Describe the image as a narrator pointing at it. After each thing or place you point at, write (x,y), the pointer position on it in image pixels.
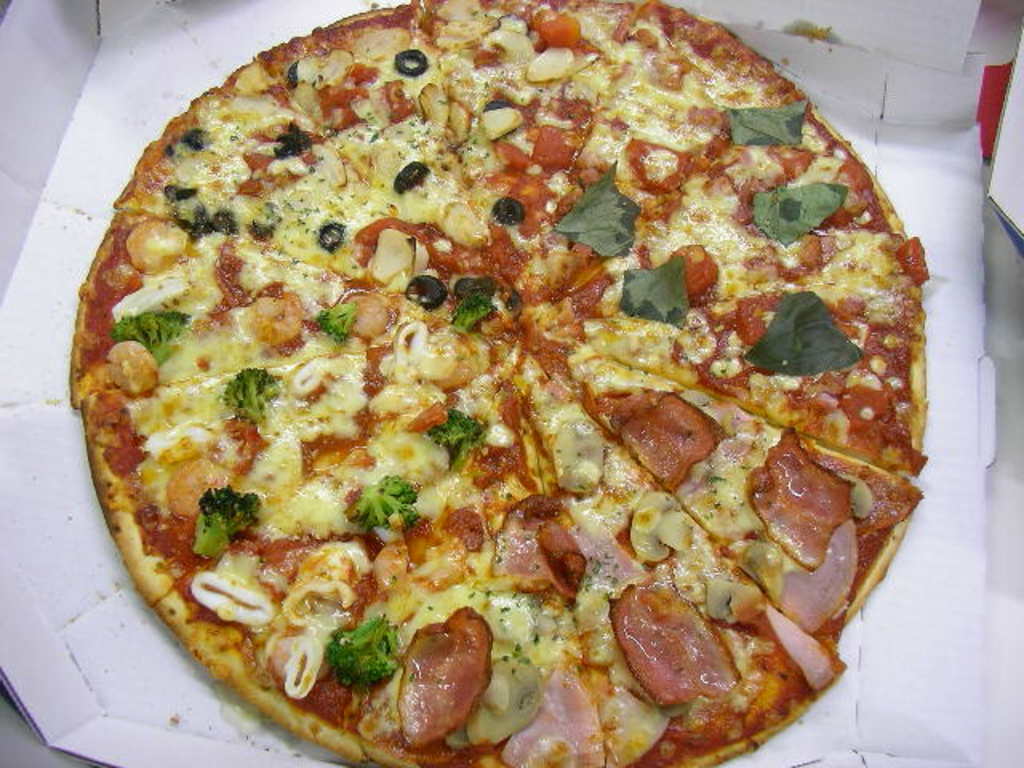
This picture shows a large pizza (256,483) with some veggies (149,336), meat (680,480) and cheese (389,180) on it and we see a box (929,593).
